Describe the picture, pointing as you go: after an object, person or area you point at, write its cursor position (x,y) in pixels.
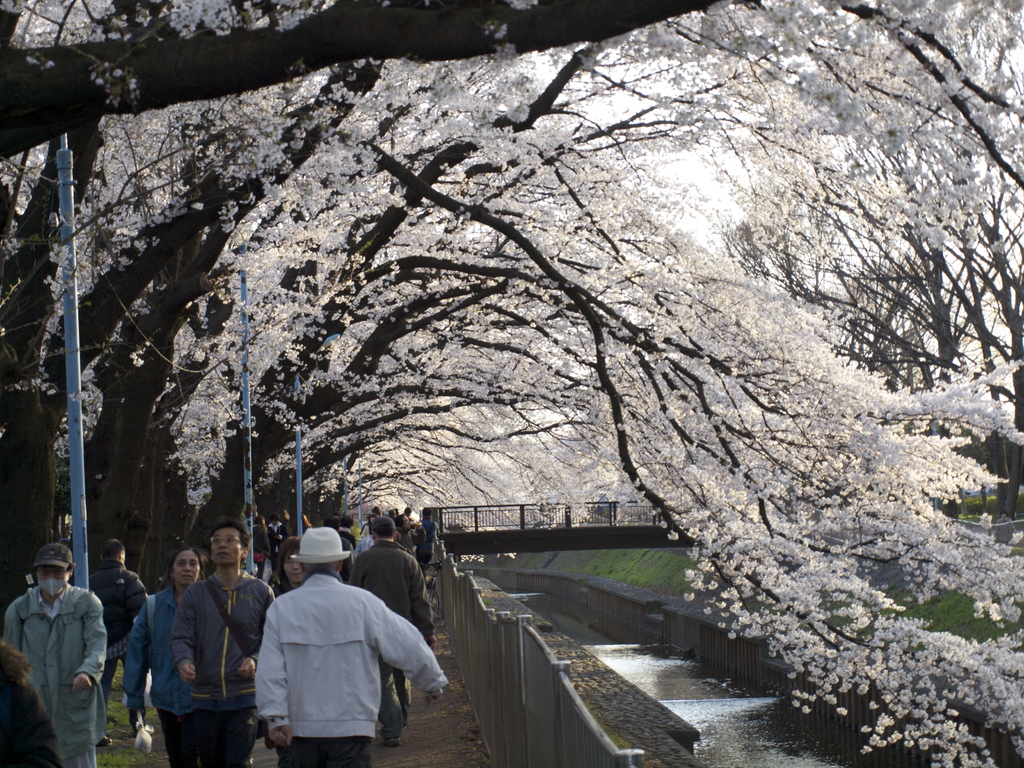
In this image I can see the water (662,682), the railing (527,671), few persons (319,611) standing on the ground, few light blue colored poles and few trees (356,271) which are white and black in color. In the background (443,533) I can see a bridge (502,531) and the sky (708,199).
